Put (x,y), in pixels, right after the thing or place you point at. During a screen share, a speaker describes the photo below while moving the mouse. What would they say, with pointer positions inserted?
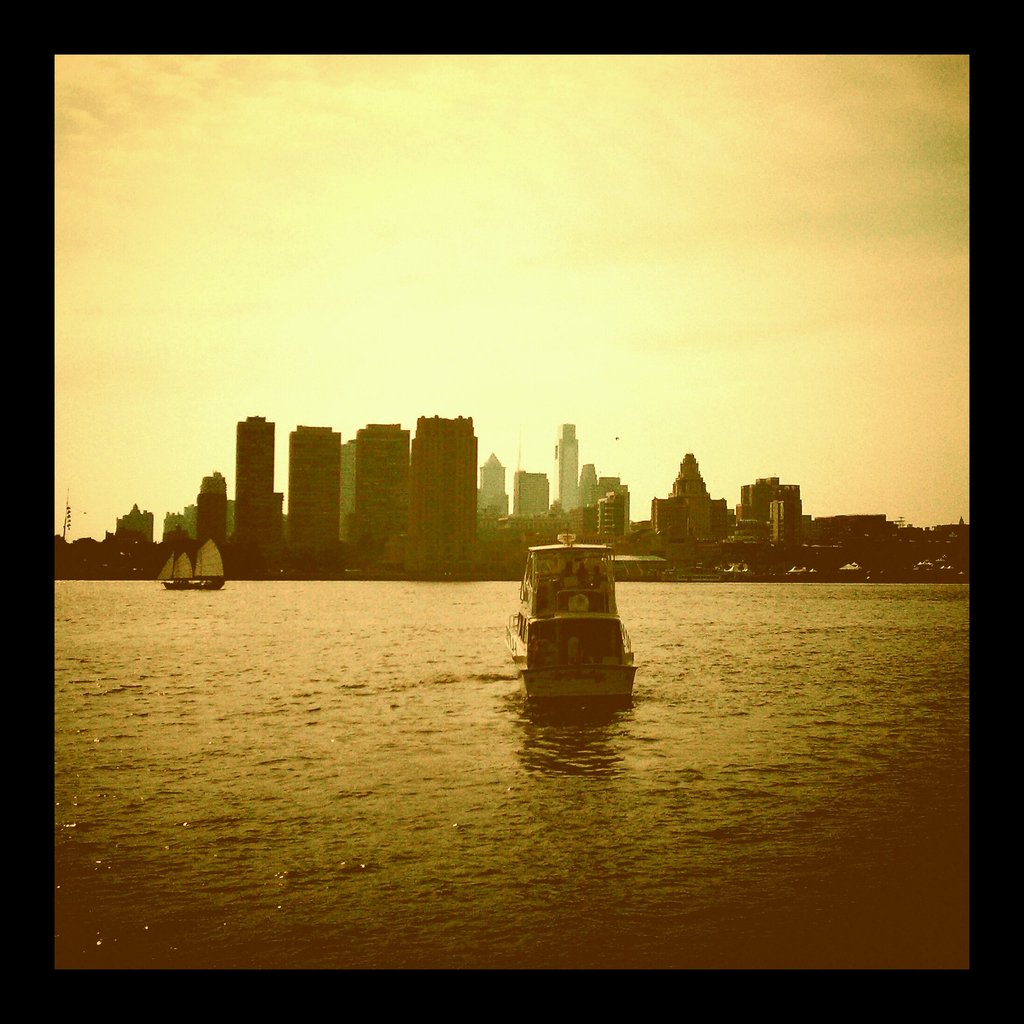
In this picture we can see boats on water (667,768), buildings (762,523) and in the background (308,292) we can see the sky (461,129) with clouds (900,205).
